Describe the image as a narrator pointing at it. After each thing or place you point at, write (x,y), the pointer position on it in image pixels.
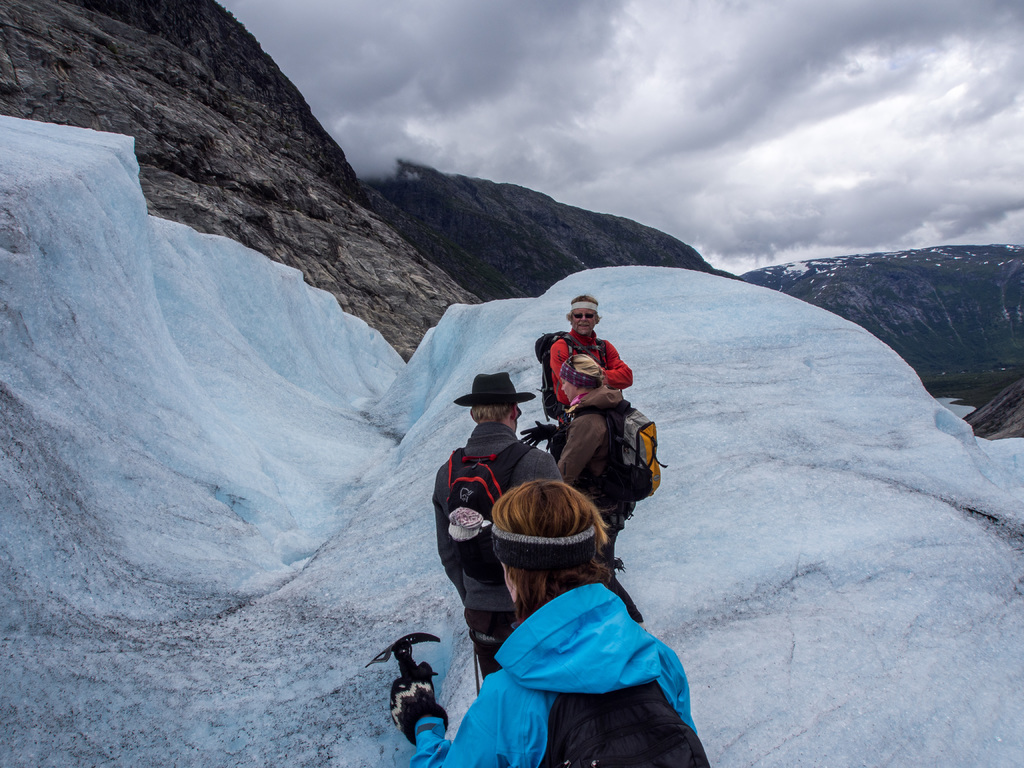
In this image there are few people (550,514) wearing hats (572,380), gloves (395,692), bags (489,514) are standing on the snowy mountain (871,567). In the background of the image (617,243) there are mountains (821,283). At the top of the image (817,116) there are clouds (772,106) in the sky (784,135).
